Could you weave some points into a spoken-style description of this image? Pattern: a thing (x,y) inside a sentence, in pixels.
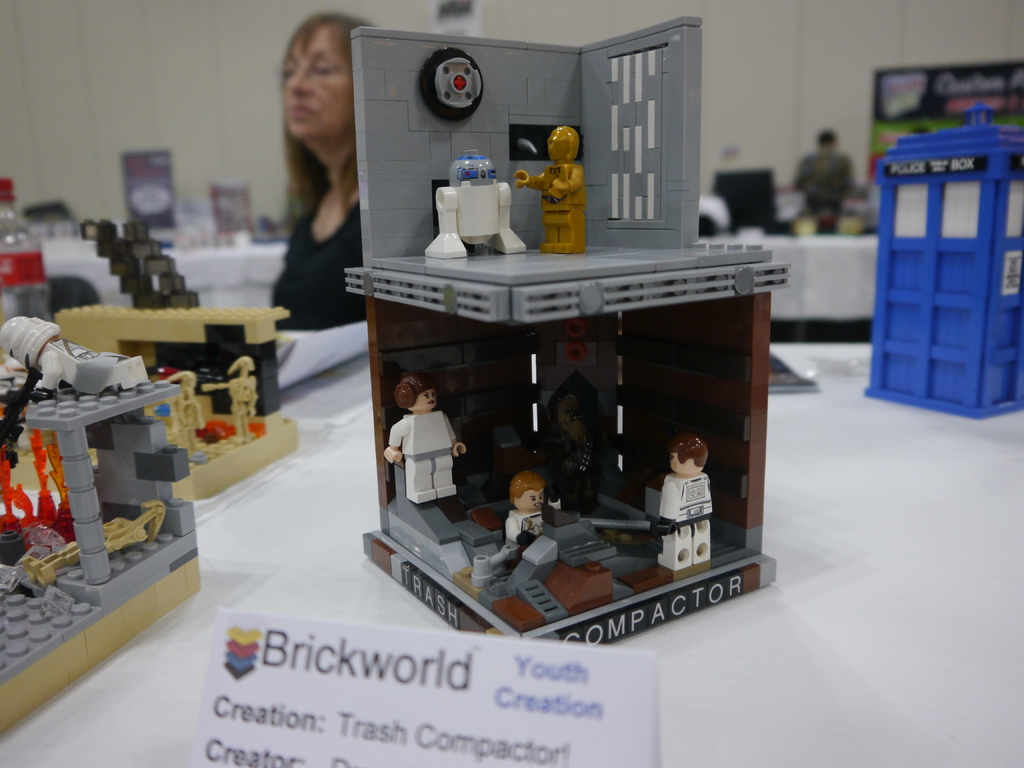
In this image in the front (285,645) there is some text (352,675) written on the paper (404,702) which is in the front (394,698). In the center (502,271) there are toys (517,404). In the background (328,179) there is a person (330,183) sitting and there are tables (806,245) covered with white cloth (796,249) and on the table (822,247) there are objects (738,215) which are black and white in colour. On the right side (834,165) there is a person (832,179) standing and there is a banner (939,84) with some text (946,91) written on it.
